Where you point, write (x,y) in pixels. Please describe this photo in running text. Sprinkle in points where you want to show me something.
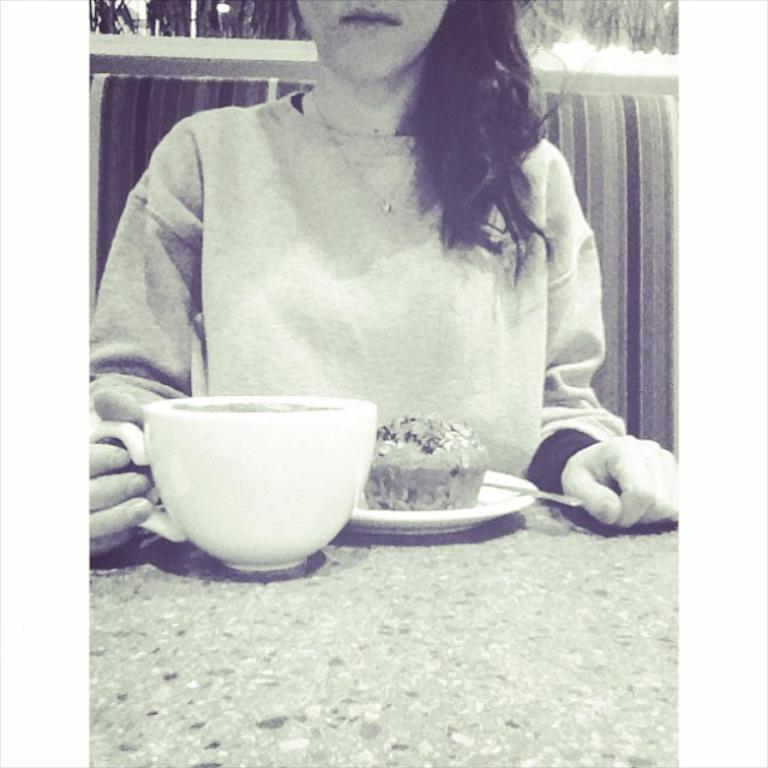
There is a woman (390,320) sitting and holding cup (222,446). We can see cup (208,440), plate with muffin (469,496) on the table (323,611).
